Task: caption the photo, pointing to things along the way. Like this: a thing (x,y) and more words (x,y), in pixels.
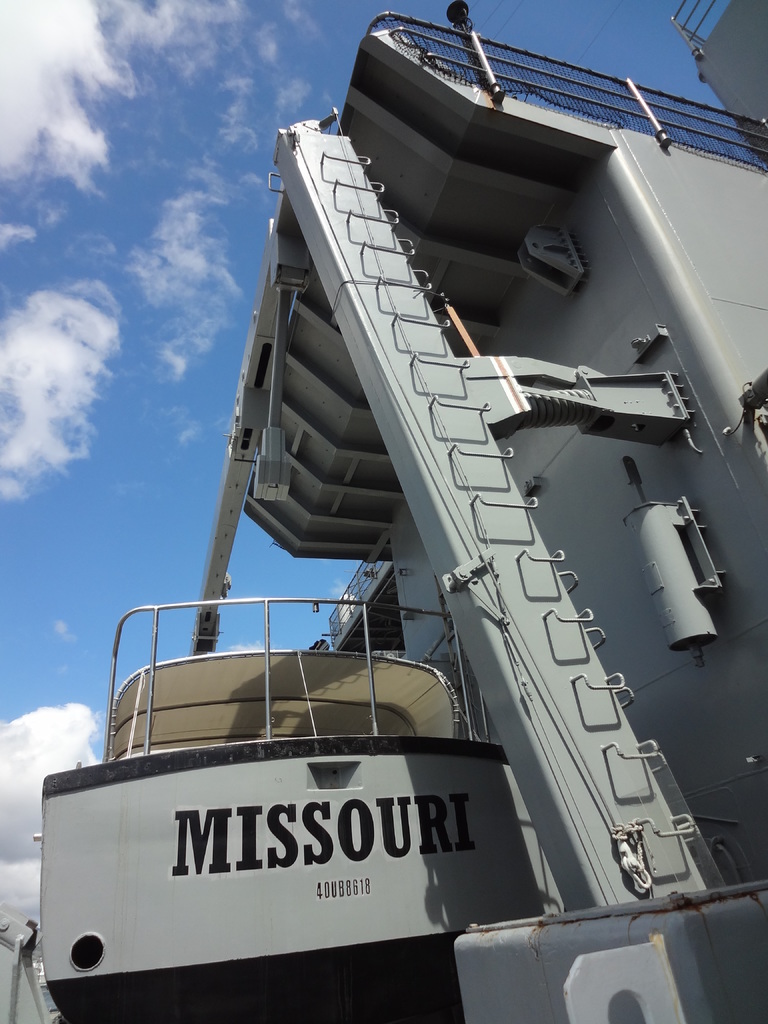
In this image I can see a huge ship (472,741) which is black and grey in color. In the background (184,378) I can see the sky (146,214).
